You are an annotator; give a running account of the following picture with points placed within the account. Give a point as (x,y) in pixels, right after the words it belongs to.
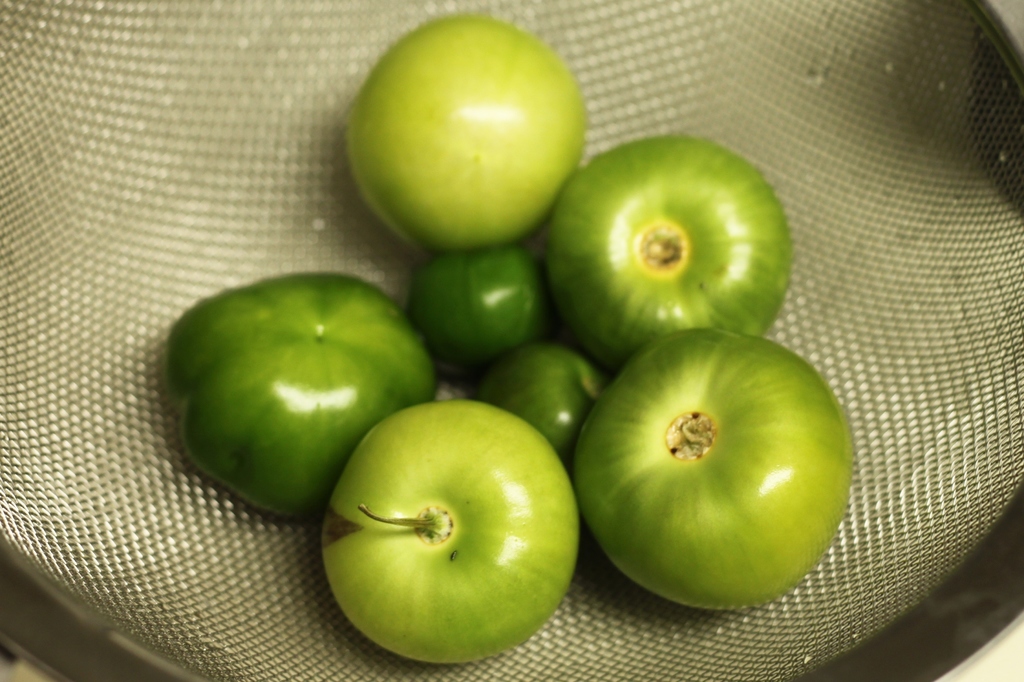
In the picture we can see some green tomatoes (615,491) are placed in the strainer (810,581).
